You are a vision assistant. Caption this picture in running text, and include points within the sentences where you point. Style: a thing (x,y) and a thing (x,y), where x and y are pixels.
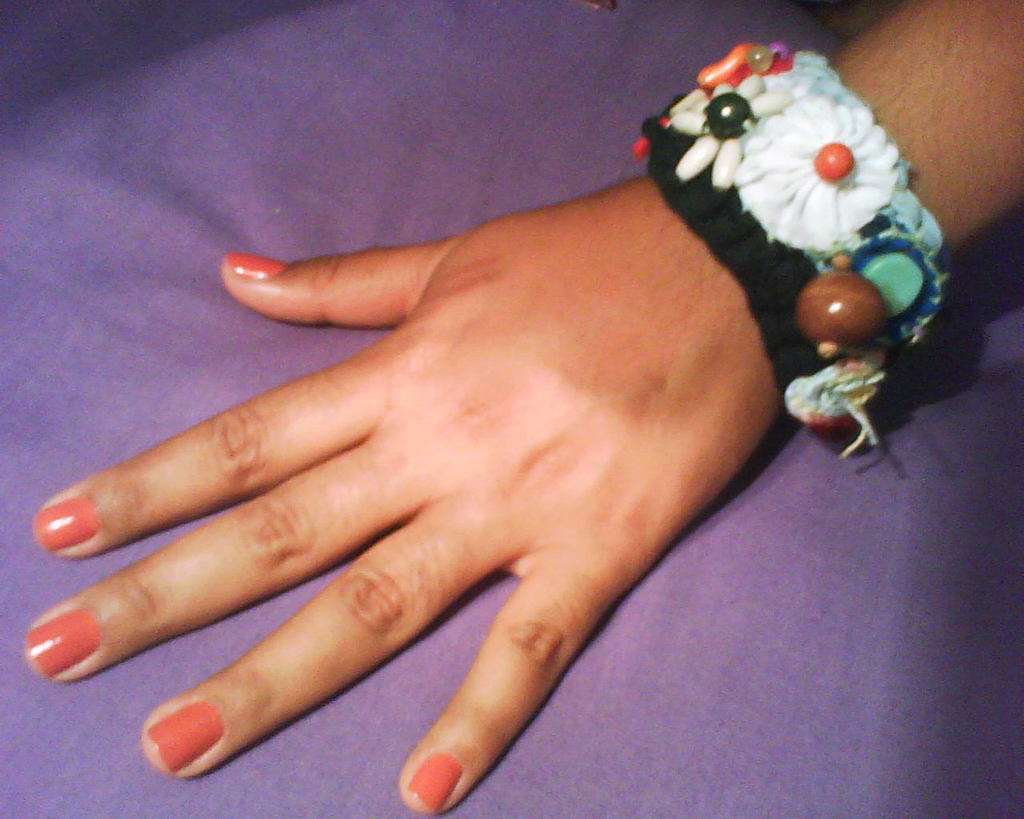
This is a human hand (550,309), this is a band (852,113), this is purple color.
